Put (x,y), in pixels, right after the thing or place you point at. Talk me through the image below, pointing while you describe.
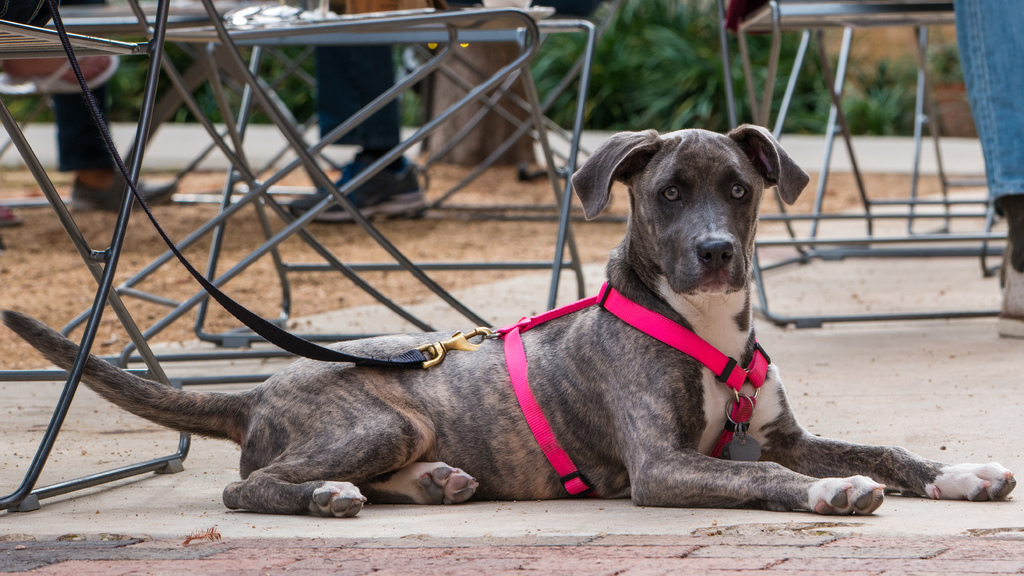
In this image we can see a dog (604,358) with a belt (433,346) on the ground (560,547). In the background (334,140) we can see some tables (436,64) and also people (340,106). Image also consists of plants (599,51).
